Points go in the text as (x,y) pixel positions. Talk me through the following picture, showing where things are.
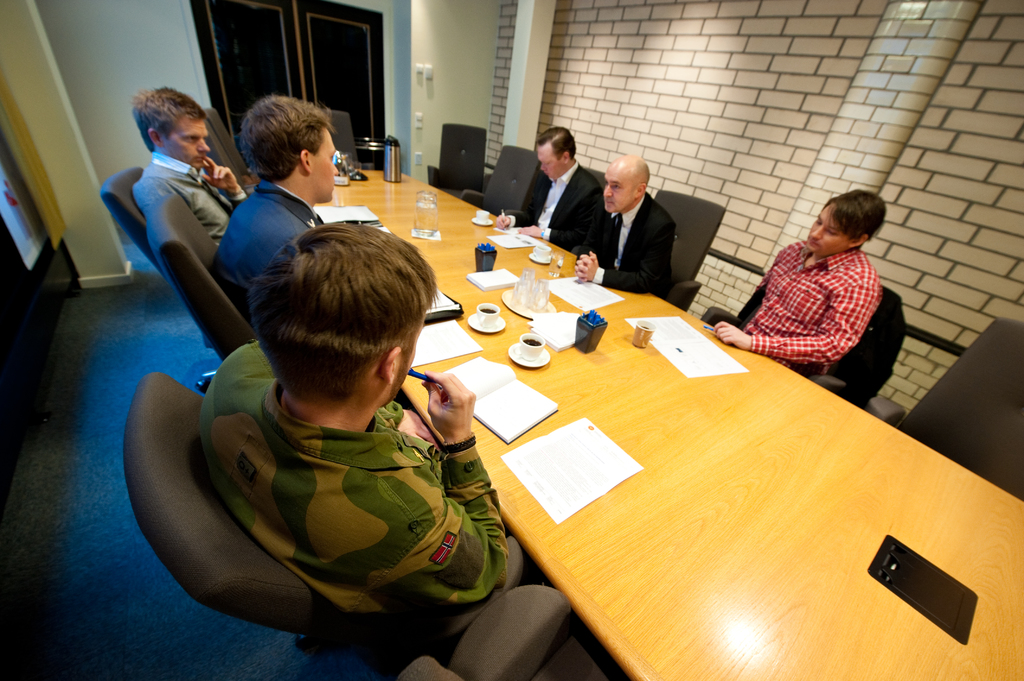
In this image it seems like there is a meeting between the people (207,194) who are sitting on the chair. In front of them there is a table (597,387) on which there are cups (519,353), books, papers (609,296), flask (394,157), jug (426,226), pens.
